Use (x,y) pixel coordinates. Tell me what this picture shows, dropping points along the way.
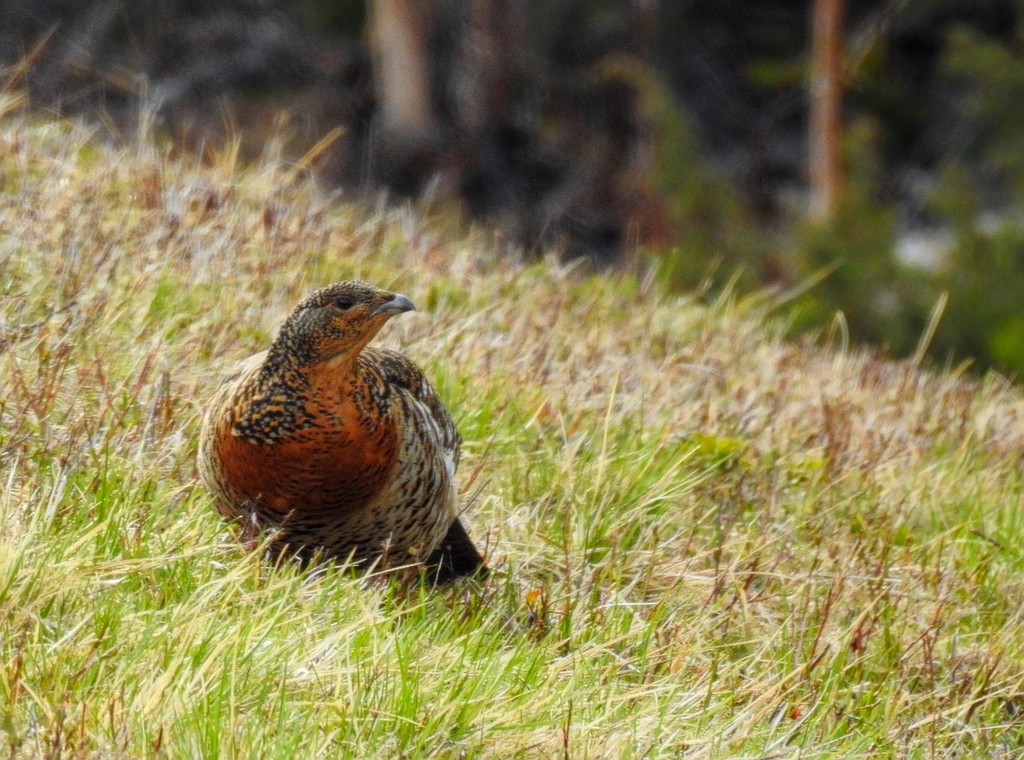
In this image there is a bird (345,460) on the ground (129,573). There is grass (541,378) on the ground (551,317). At the top (533,96) it is blurry.
